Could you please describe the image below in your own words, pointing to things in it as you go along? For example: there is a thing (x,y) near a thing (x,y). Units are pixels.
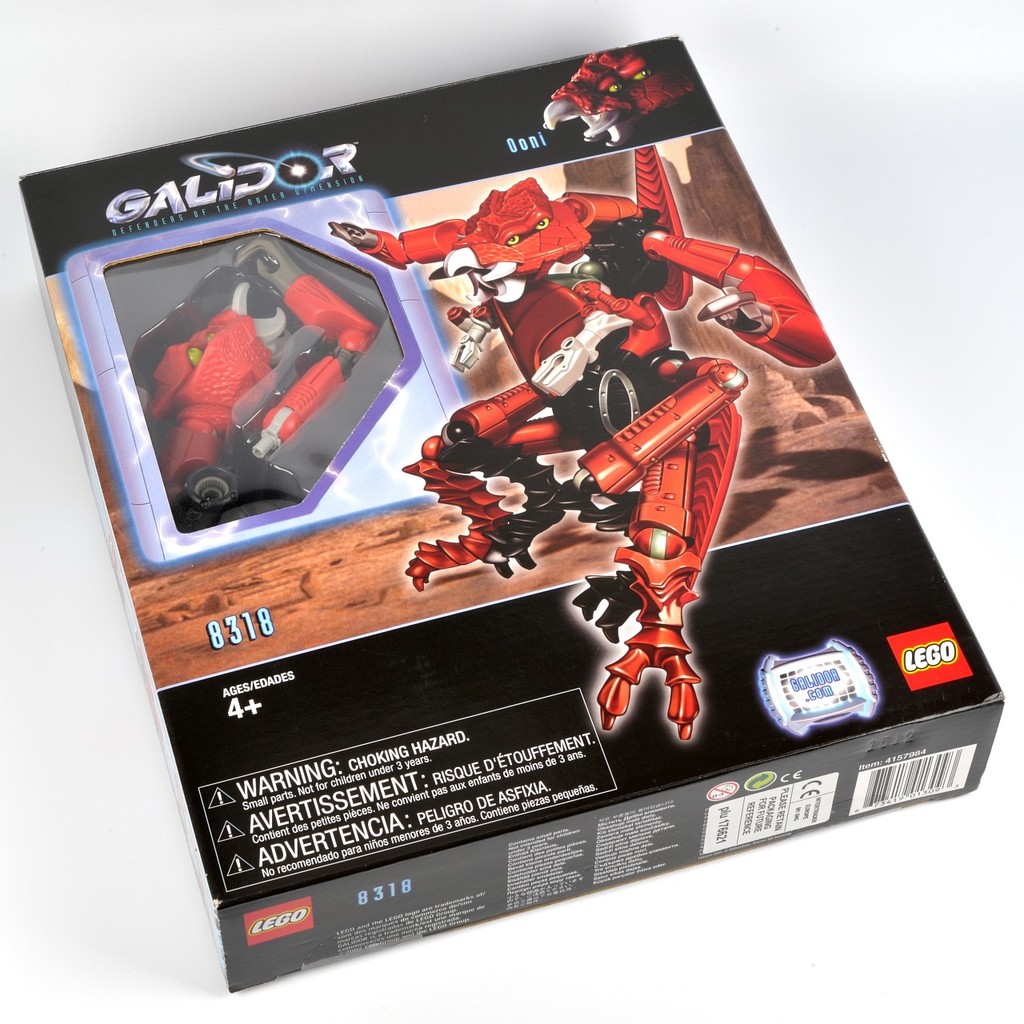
In this image I can see a black colour box (100,276) and on it I can see something is written. I can also see a red colour cartoon picture (633,423) on the box (522,530) and in the background (827,88) I can see white colour.
